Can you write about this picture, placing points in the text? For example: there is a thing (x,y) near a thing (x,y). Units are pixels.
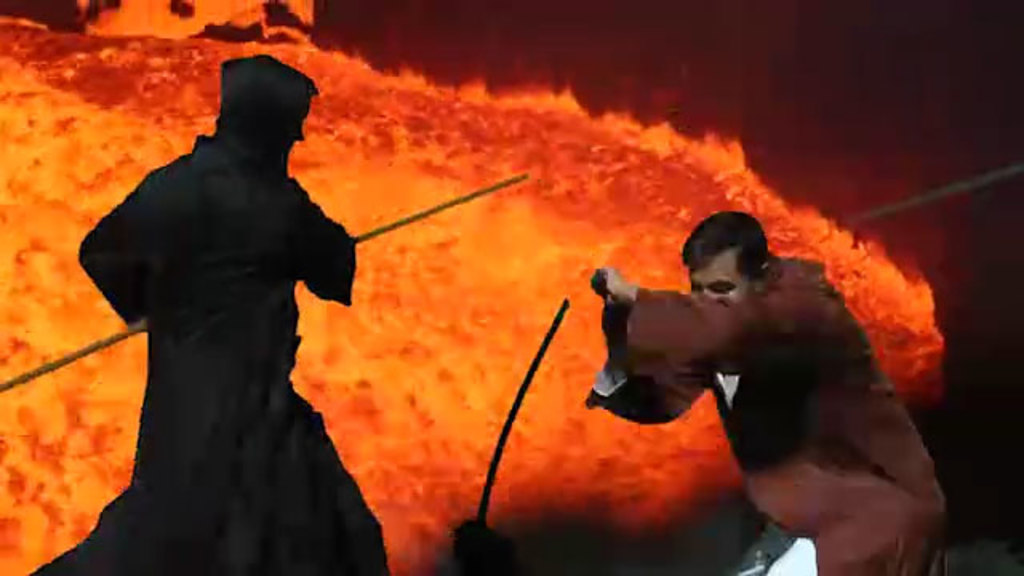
In this picture we can see two persons (729,399) in the front (705,376), a person (247,317) on the left side (281,349) is holding a stick (127,332), in the background (493,149) we can see fire (460,121).
